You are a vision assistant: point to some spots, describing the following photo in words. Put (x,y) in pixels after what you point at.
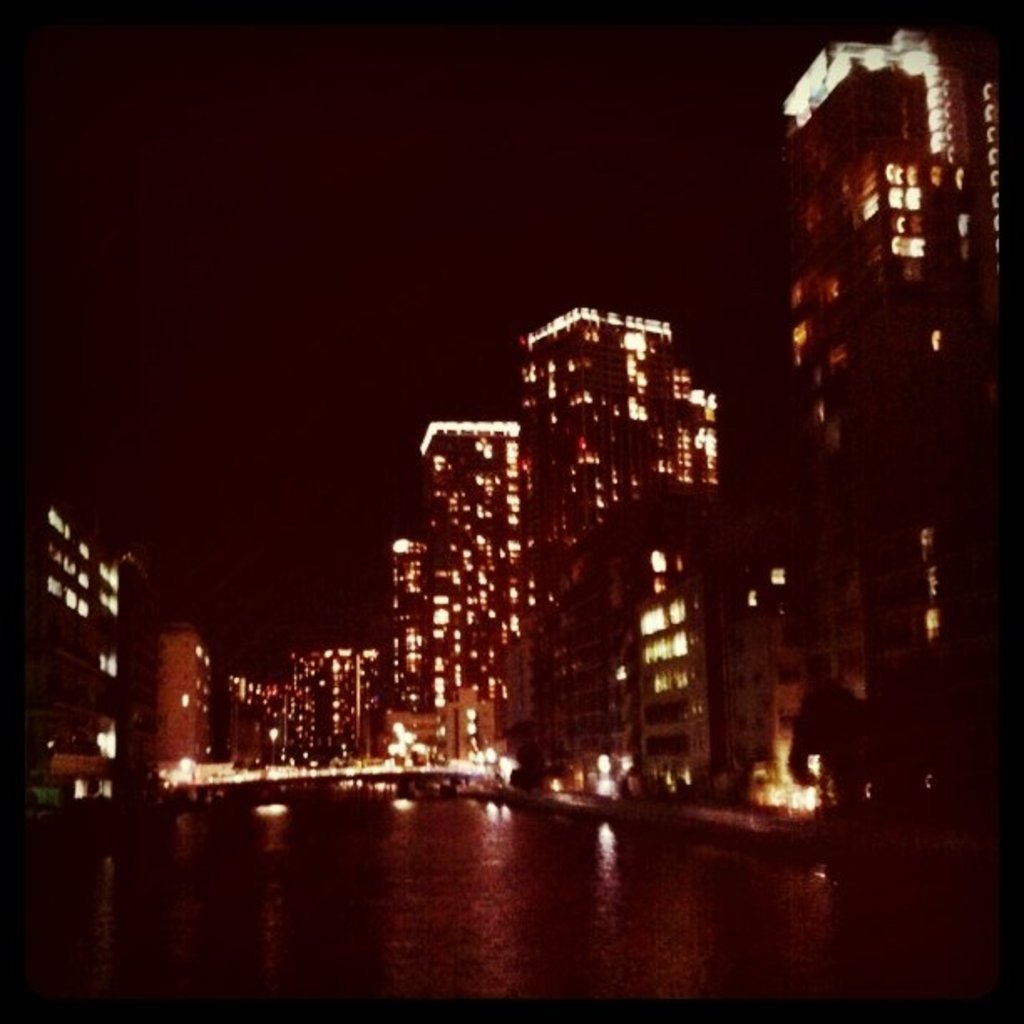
In this image there are buildings (729,585) with lighting (446,767) and there is a water surface (400,899).
